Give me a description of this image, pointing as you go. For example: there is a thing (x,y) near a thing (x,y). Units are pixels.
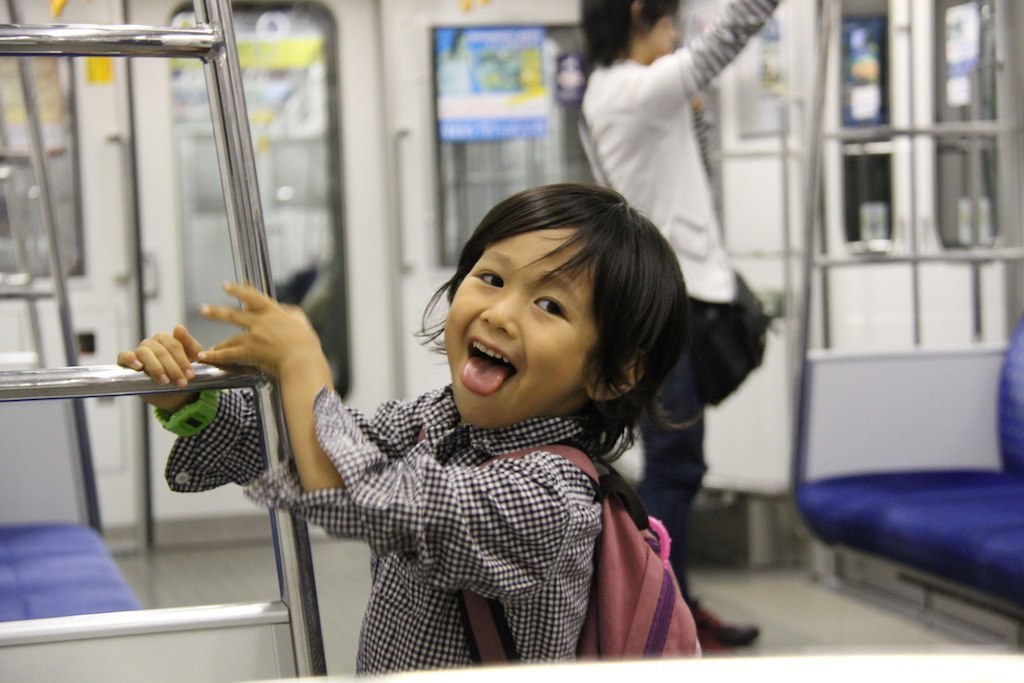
In this image we can see a child (465,515). He is wearing watch (196,427) and a bag (649,558). And he is holding a handrail (138,379). On the sides we can see seats (937,483). Also we can see a person (672,165) standing. This is inside a train (789,419). In the back (350,200) there is door (336,253) and it is blurry in the background (869,181).
